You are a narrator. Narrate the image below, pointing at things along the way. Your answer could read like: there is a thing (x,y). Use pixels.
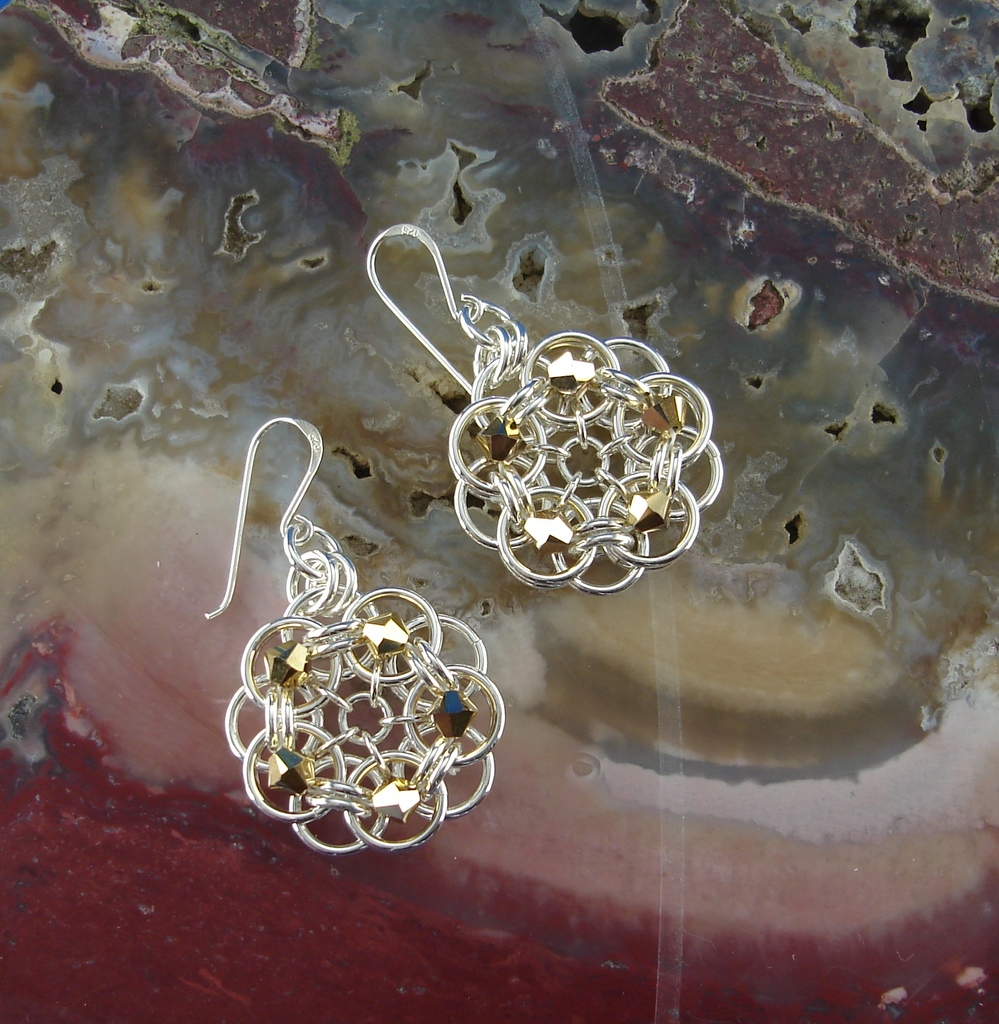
These are pair of earrings (322,436).
